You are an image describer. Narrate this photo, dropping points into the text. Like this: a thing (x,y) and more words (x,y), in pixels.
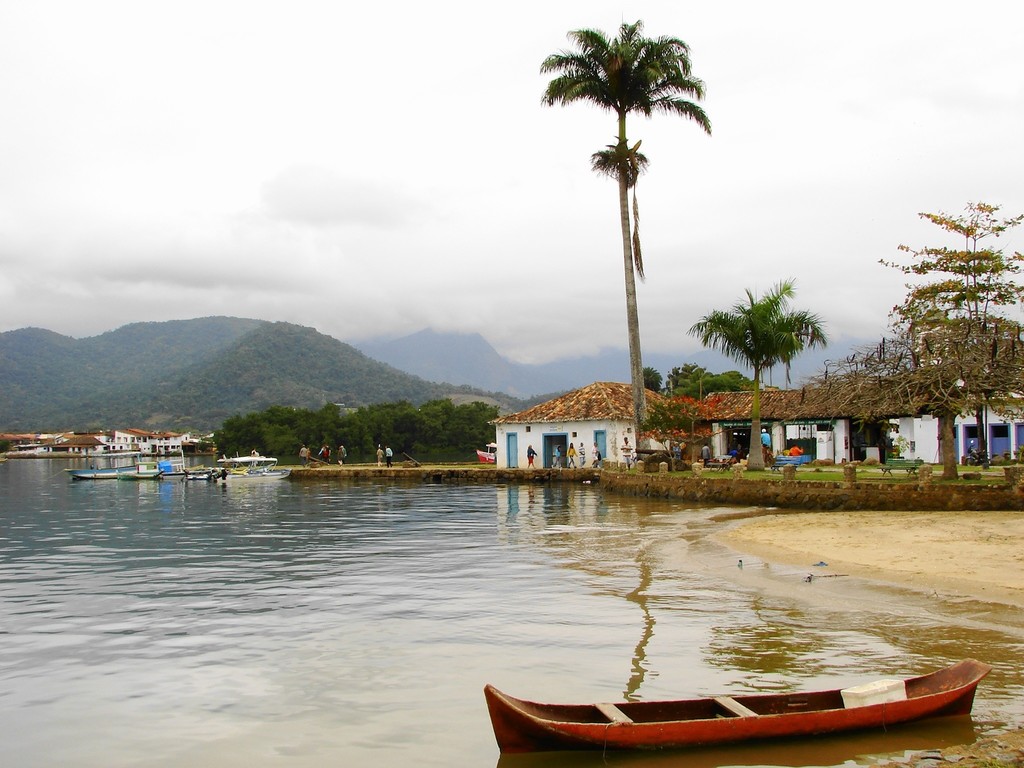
In this image we can see the boats (601,715) on the surface (398,574) of the water (292,507). We can also see the houses (743,411), trees (809,344), hills (373,396) and also some people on the path (371,464). We can also see the sand (986,558). Sky (776,87) is also visible.
